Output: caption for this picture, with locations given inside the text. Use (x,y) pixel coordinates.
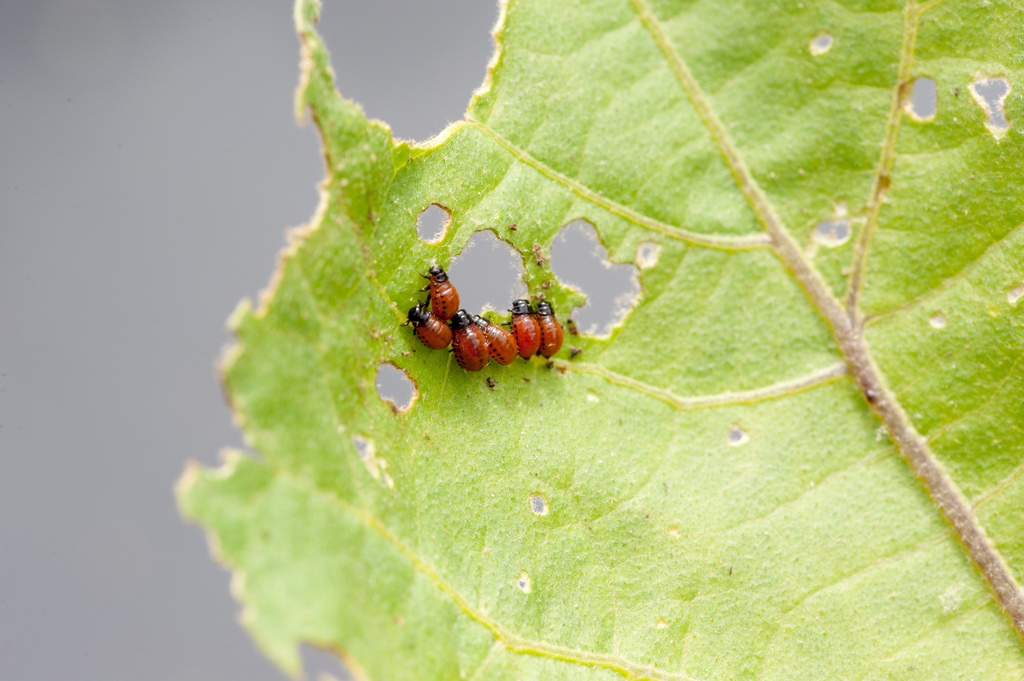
In this image there is a leaf (923,291), on that leaf (465,186) there are insect (446,334), in the background (360,37) it is blurred.
